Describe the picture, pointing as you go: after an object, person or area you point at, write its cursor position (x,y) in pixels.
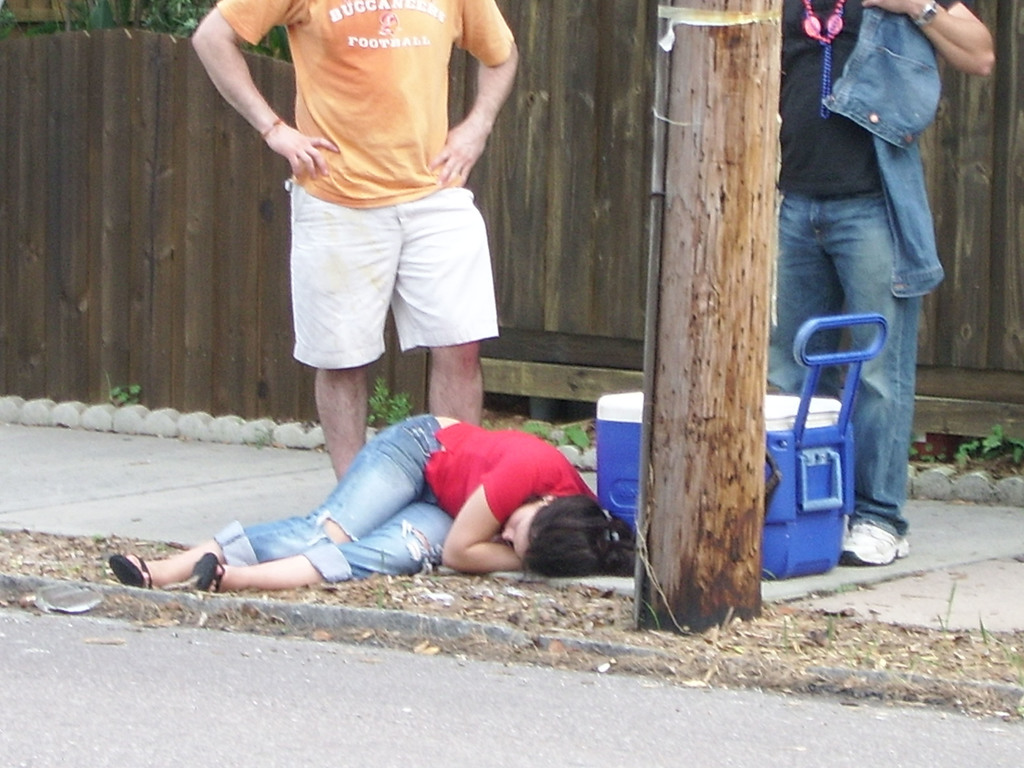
In this image, we can see a lady (449,519) lying on the ground (444,568) and there is a box (772,418). In the background (358,141), we can see people (356,148) standing and one of them is wearing a chain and holding a jacket (903,104) and there is a pole (726,184) and we can see plants (182,25) and a fence (274,247).
